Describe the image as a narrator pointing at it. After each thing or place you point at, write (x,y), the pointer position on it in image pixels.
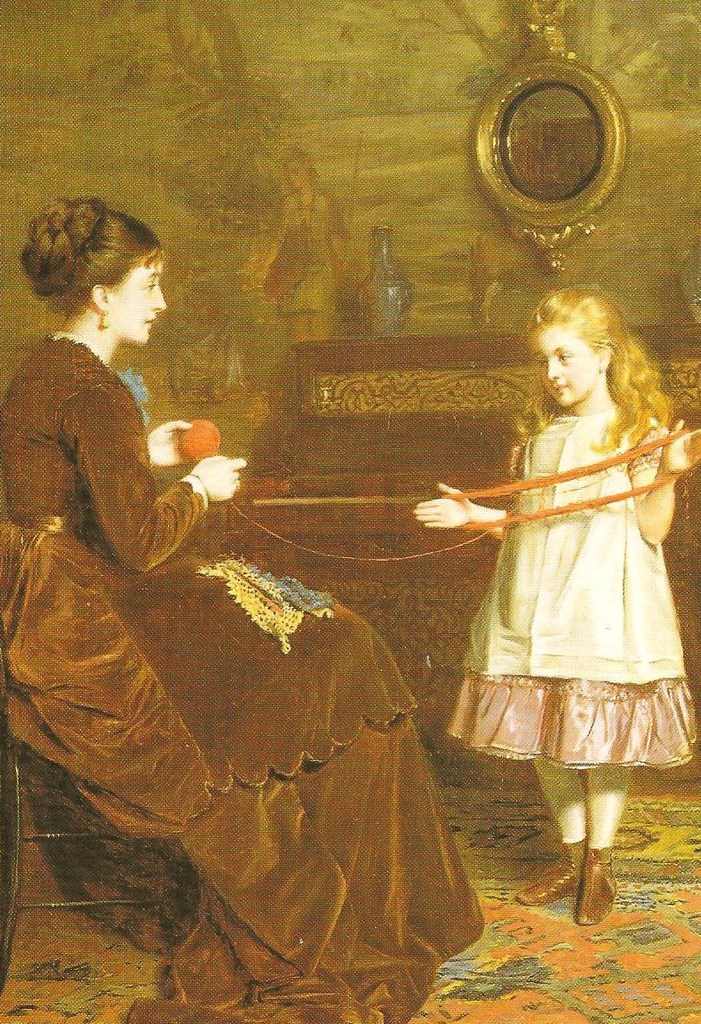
This image is a painting. On the right side of the image (495,670) there is a girl (539,685) standing on the floor (513,794). On the left side of the image (214,865) there is a woman (197,879) sitting on the chair (109,836). In the background (286,409) we can see table (324,385), mirror (491,135) and wall (306,129).
